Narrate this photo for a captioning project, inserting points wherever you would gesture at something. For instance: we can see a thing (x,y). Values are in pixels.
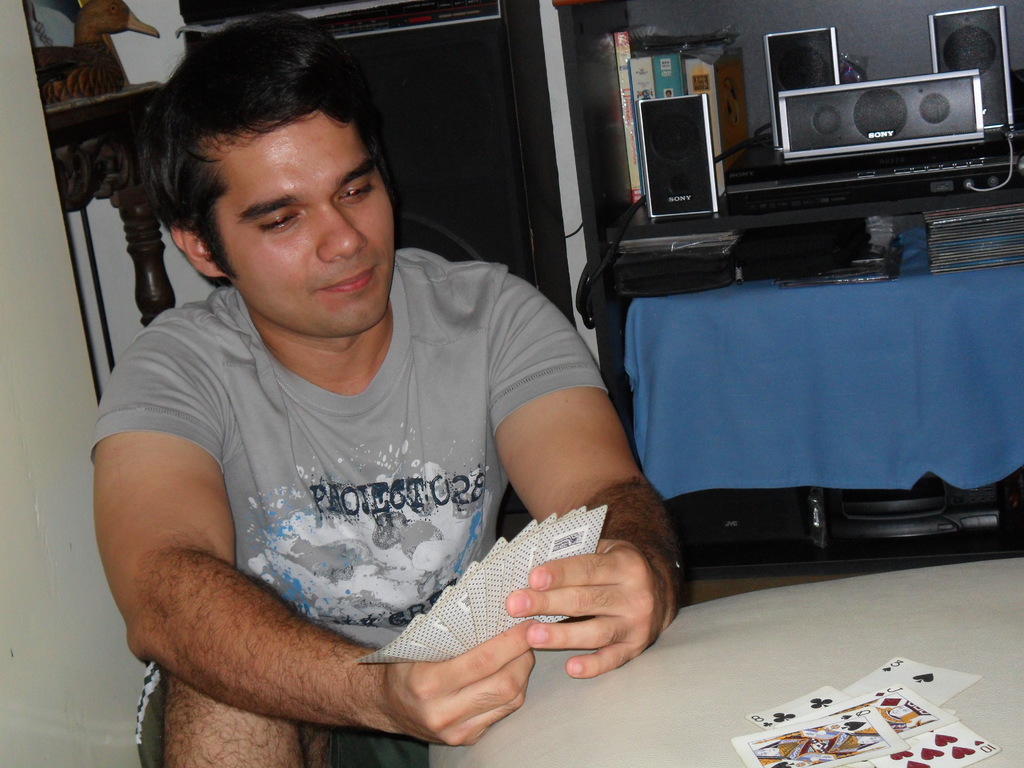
In this image we can see a person (360,518) is holding cards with his hands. Here we can see a cloth (882,430), table (113,171), speakers (695,529), boxes (1011,213), and few objects (136,157). On the left side of the image (17,93) we can see wall (32,83).
